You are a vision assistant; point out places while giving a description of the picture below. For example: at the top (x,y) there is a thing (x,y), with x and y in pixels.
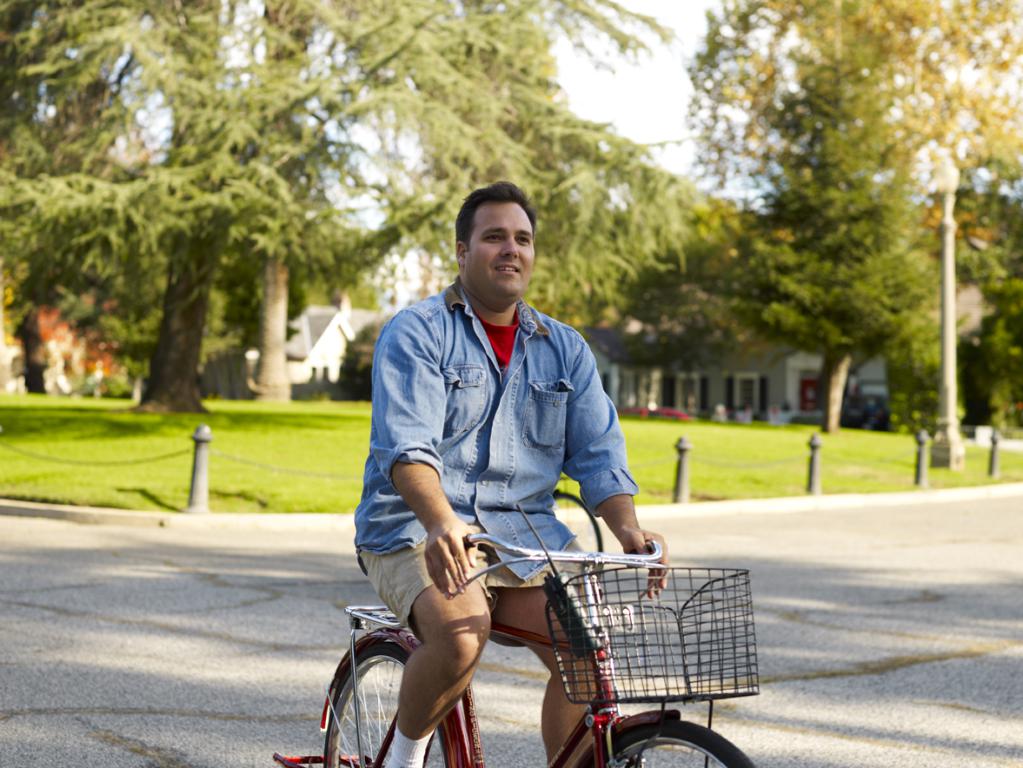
The photo is taken on a road (345,587). In the middle (420,353) there is a man (424,364) wearing a blue shirt (432,459) is riding a bicycle (636,642). He is smiling. In the background (518,111) there are trees (537,111), buildings (709,370). There is a ground (203,416) around the ground (213,416) there are fence (265,464).
